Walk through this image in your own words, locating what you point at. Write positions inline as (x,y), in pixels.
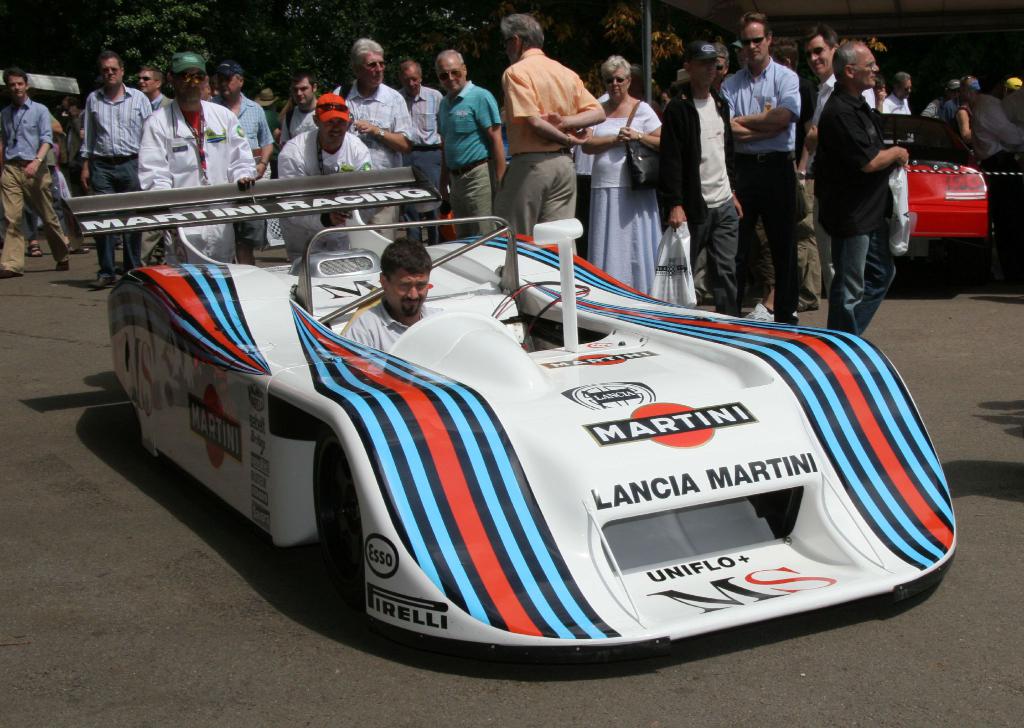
In this image there is a car (758,611) on the road (219,646) and people (214,105) around it. In the car (378,388) there is a man (397,288) sitting. At the background (205,19) there are trees (347,53) and car (924,157). The people (750,140) around the car (569,431) are walking and looking at the car (494,455).
